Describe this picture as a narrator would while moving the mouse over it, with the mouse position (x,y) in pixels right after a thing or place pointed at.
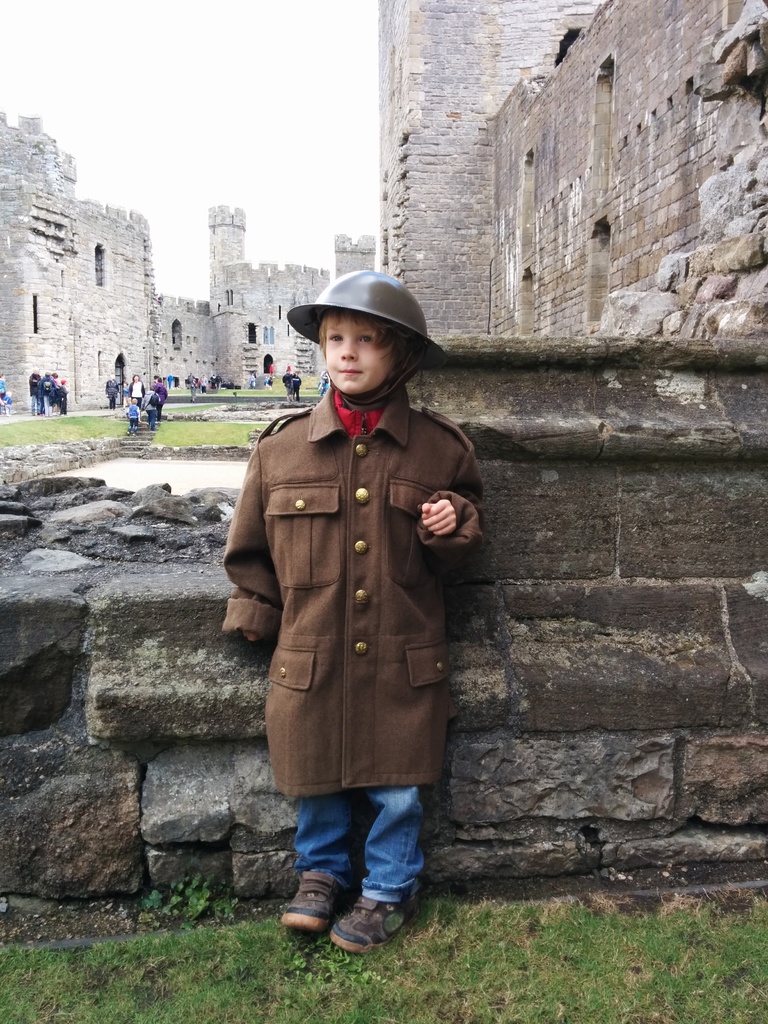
In this picture a boy (426,443) standing and he is wearing a cap (356,279). I can see a fort (226,291) and few people (50,411) in the back (6,360) and I can see grass (324,991) on the ground (34,1011) and a cloudy sky (202,142).
